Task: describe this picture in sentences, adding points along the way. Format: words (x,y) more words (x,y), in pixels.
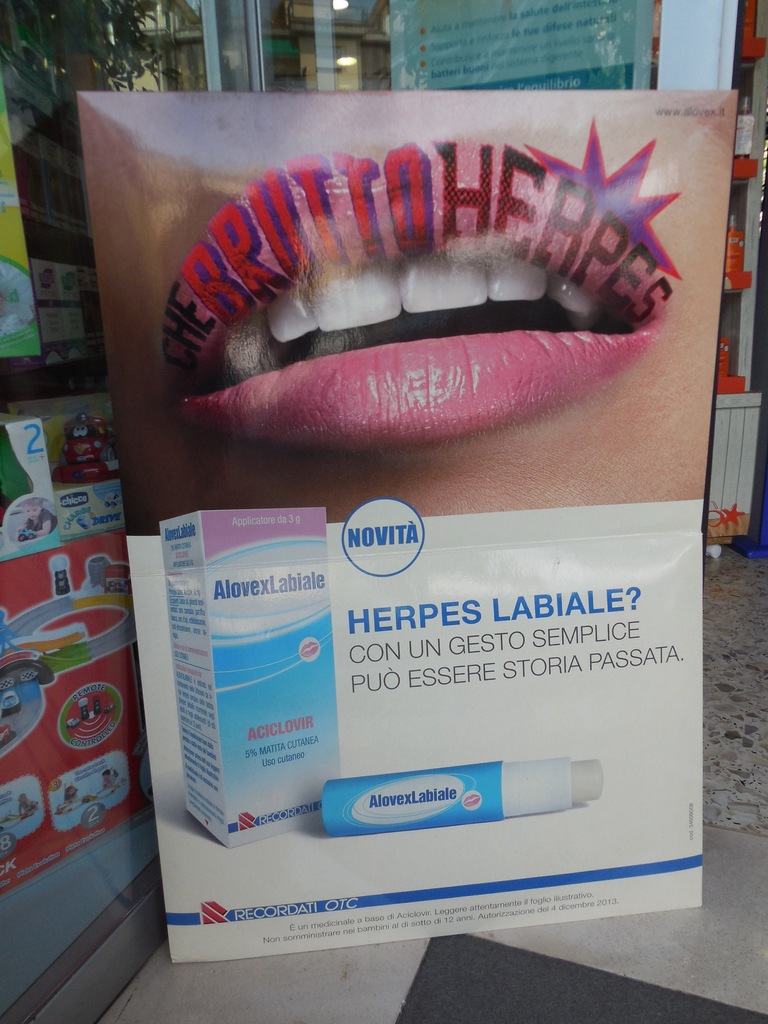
In the picture I can see a banner (371,531) which has photos (322,661) of objects (361,782), a person's face (211,496) and something written on it. In the background (40,381) I can see a tree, lights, glass wall (195,83) and some other objects (524,40).
